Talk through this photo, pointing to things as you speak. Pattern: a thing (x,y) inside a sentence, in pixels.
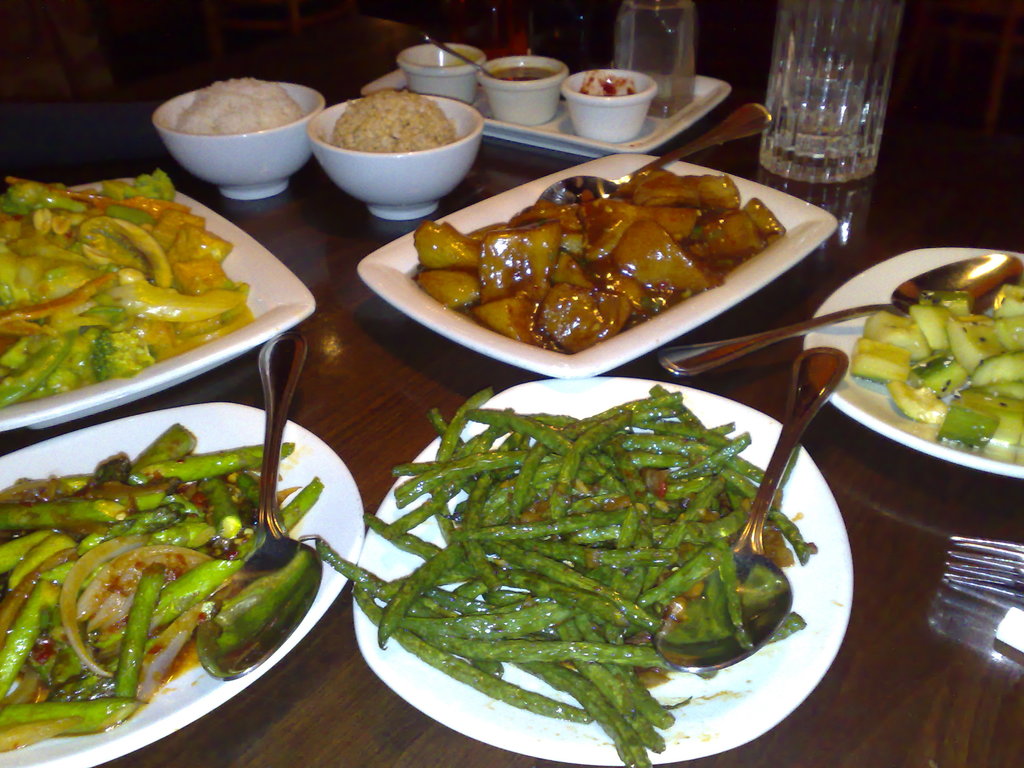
In this picture we can see a table (313,710) and on the table (306,649) there are plates (437,260), bowls (466,143), jar (831,42), tray (557,133), spoons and a fork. There are some food items (138,216) on the plates (410,242) and in the bowls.
